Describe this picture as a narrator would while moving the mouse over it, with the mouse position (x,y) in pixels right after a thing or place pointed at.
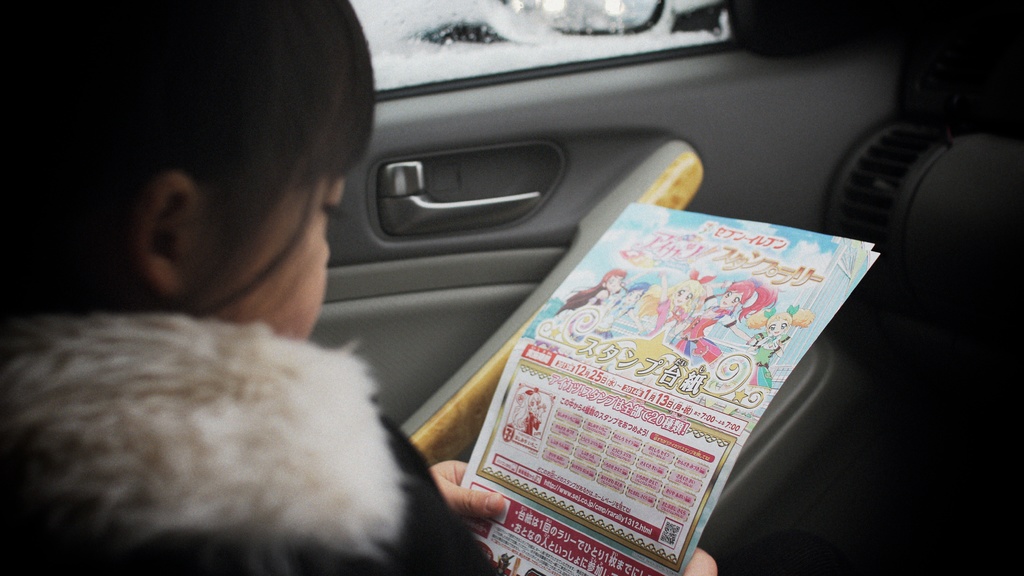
In this image i can see a girl (135,274) sitting in a car (375,276) and holding a paper (533,408).
